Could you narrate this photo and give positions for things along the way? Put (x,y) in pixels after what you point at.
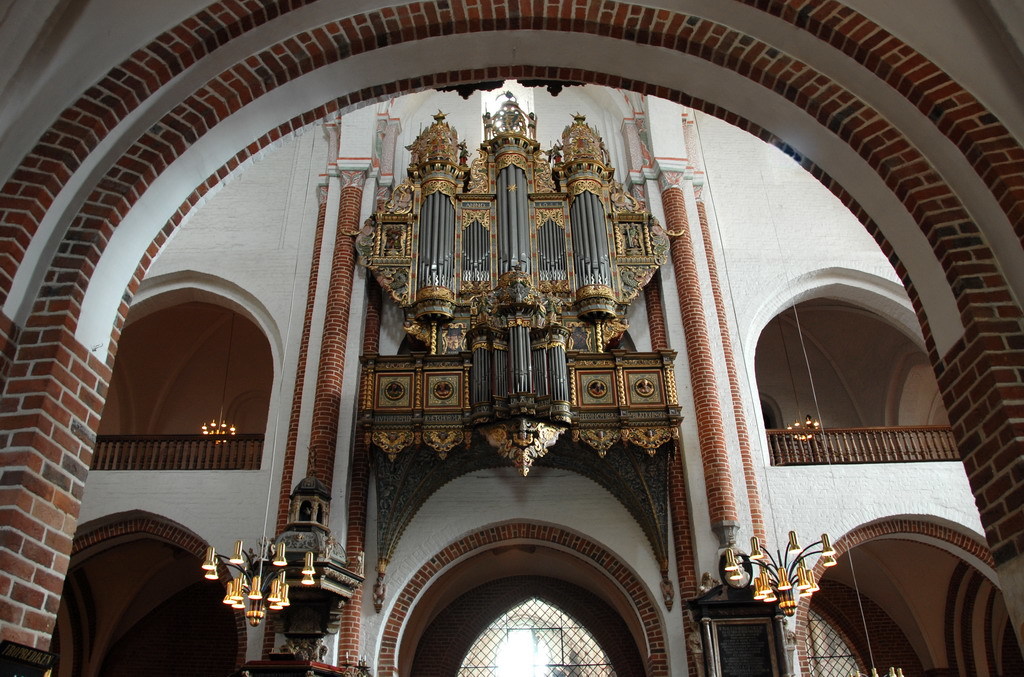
This image consists of a buildings (604,529). In which we can see the lamps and balconies (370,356). In the front (36,578), there is a wall (291,261).
